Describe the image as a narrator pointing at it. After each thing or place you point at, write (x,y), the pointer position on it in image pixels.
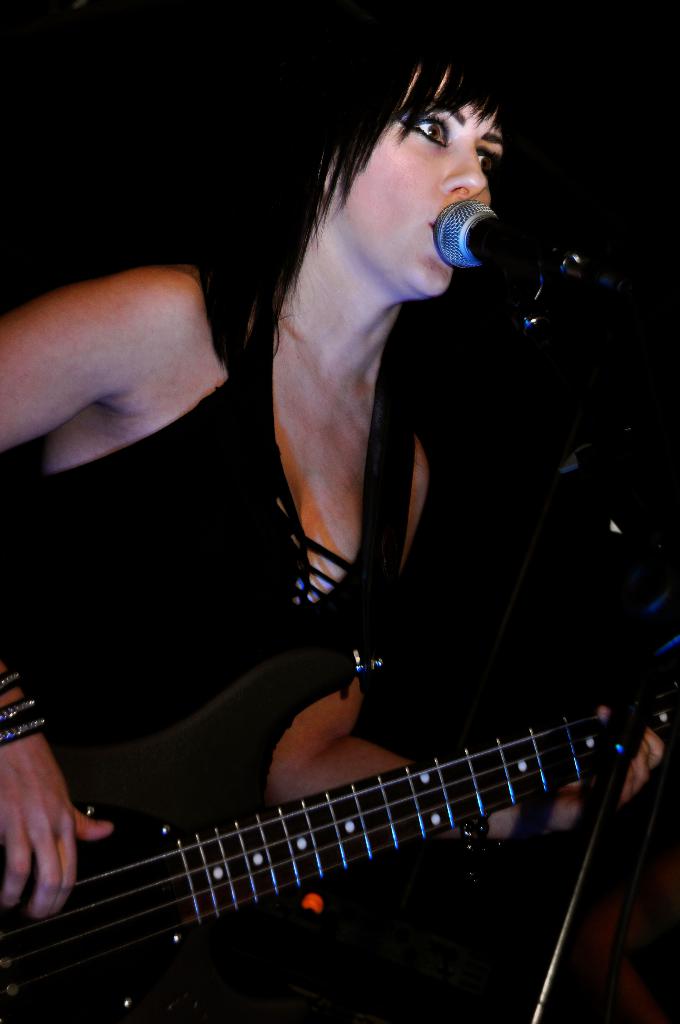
A lady (188,504) with black dress (221,475) is standing and playing guitar (244,877). In front of her there is a mic (524,248).
